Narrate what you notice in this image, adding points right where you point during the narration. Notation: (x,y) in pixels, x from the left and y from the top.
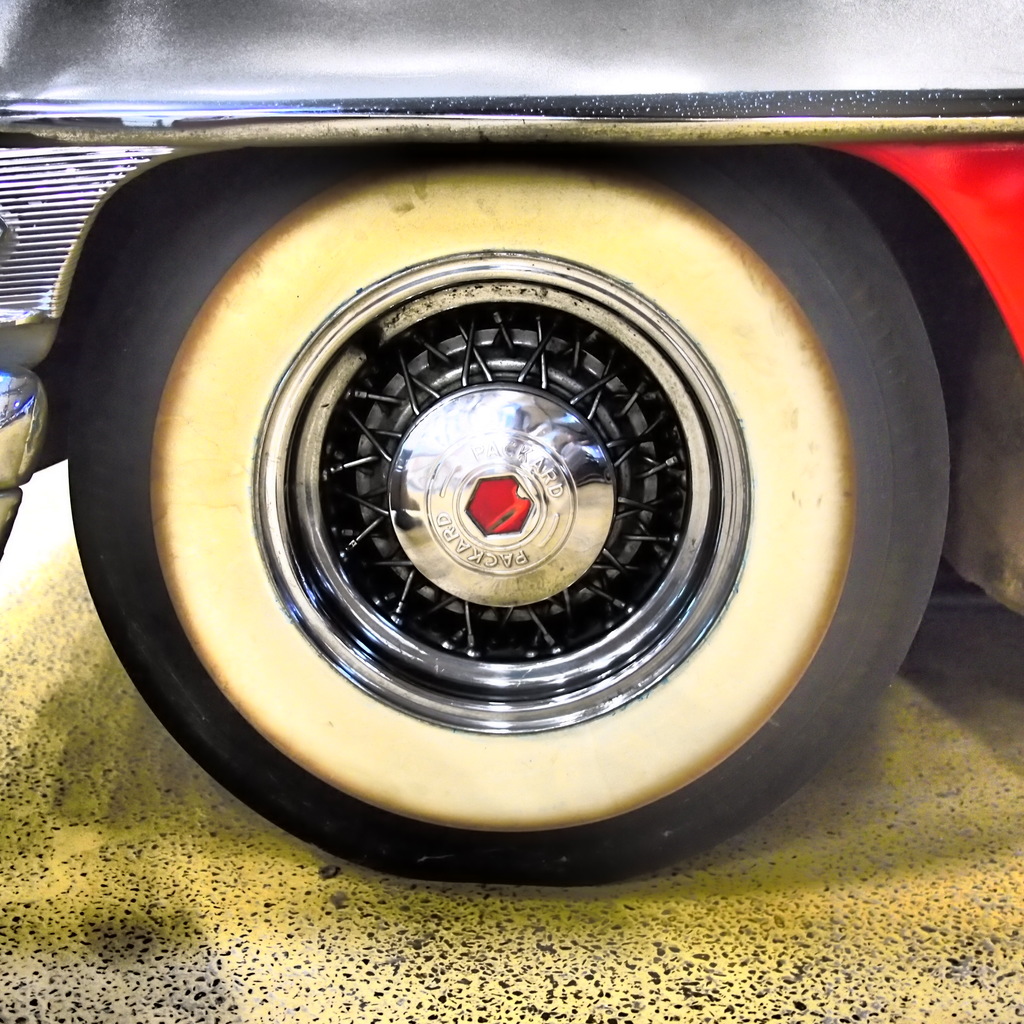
In this image I see the wheel (509,376) of a vehicle (511,400) and I see that the wheel (302,347) is of black and yellow in color and I see the path (68,705) which is of yellow in color.
